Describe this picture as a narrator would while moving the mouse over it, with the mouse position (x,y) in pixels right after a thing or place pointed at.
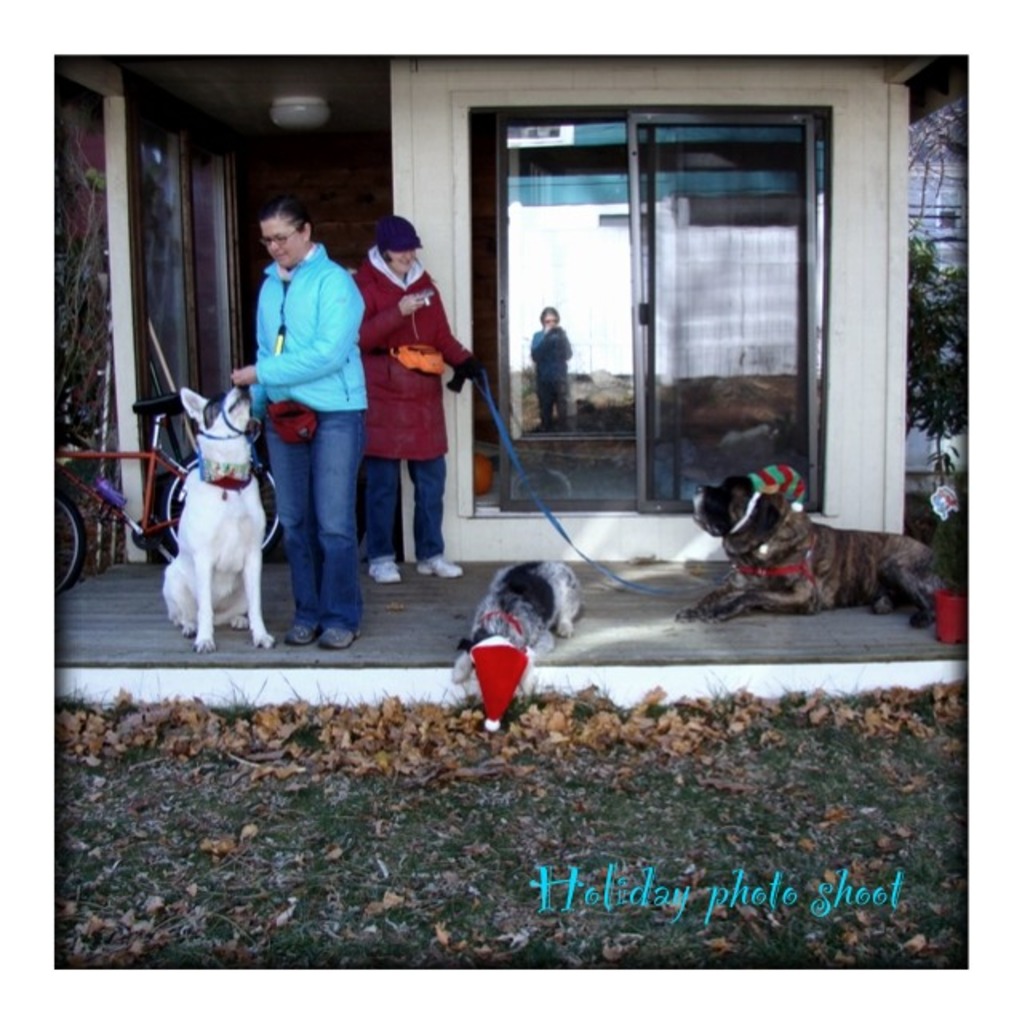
In the image there are few dogs (564,566) and two people (359,322), behind the people (334,372) there are two doors (640,299) and in the foreground (331,730) there is a lot of grass (365,788) and dry leaves (651,732), on the right side (948,340) there is a plant (931,325).
